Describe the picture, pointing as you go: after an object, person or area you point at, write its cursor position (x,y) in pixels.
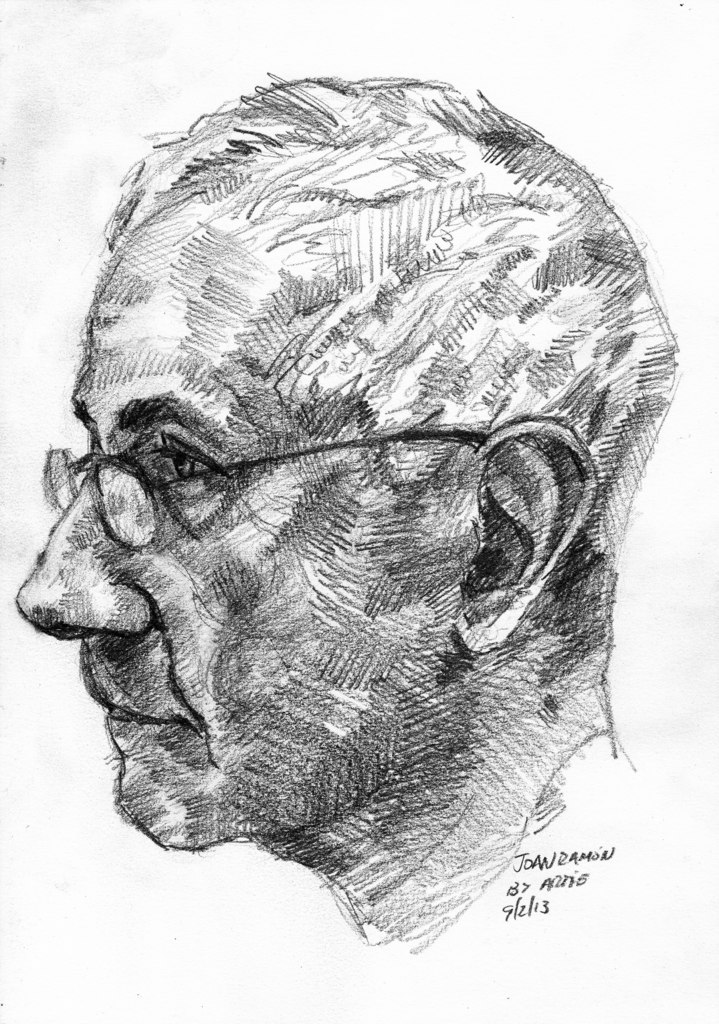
In this picture we can see an art (387,542) on the paper (603,715).
